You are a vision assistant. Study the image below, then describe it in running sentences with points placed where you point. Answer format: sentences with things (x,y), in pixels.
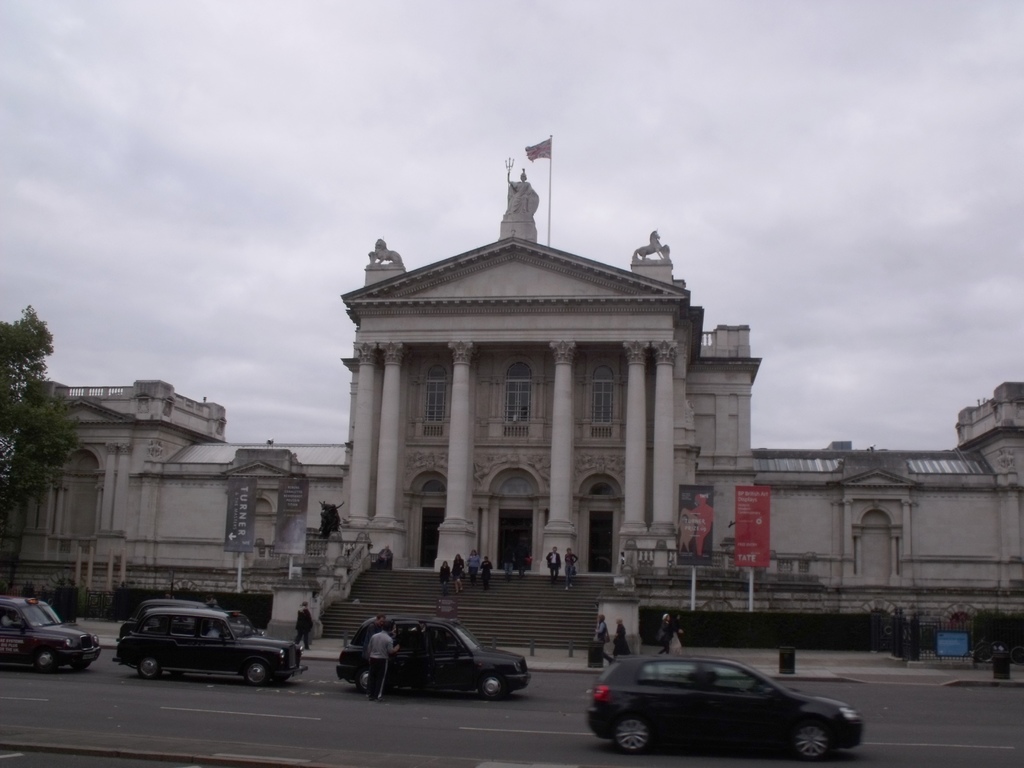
In this image we can see a building (627,351), flag (542,144), flag post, statues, advertisement boards (706,535), people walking on the road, people (554,559) climbing the stairs (531,615), motor vehicle (753,715) on the road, trees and sky (179,196) with clouds (637,100).
